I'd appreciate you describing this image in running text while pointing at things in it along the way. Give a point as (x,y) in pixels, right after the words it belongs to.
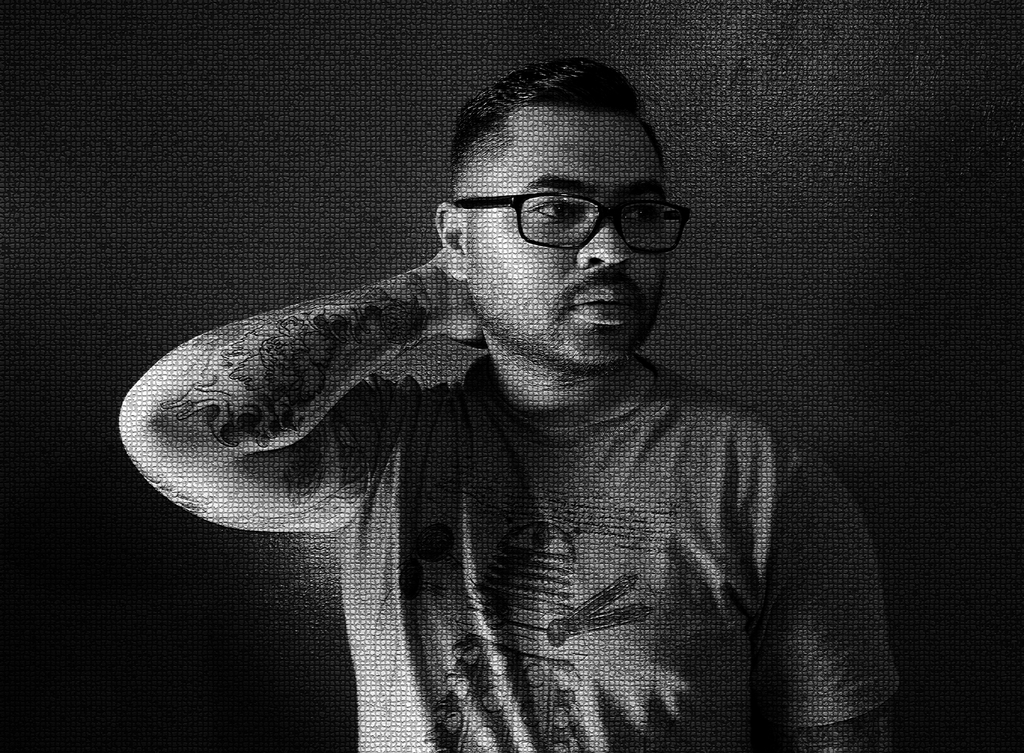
It is a black and white image in which a person (607,92) is standing at the center (478,414). He is wearing a t-shirt (411,727) and he is wearing a black color spectacles (684,208). There is a tattoo (241,420) on his arm (172,371).
